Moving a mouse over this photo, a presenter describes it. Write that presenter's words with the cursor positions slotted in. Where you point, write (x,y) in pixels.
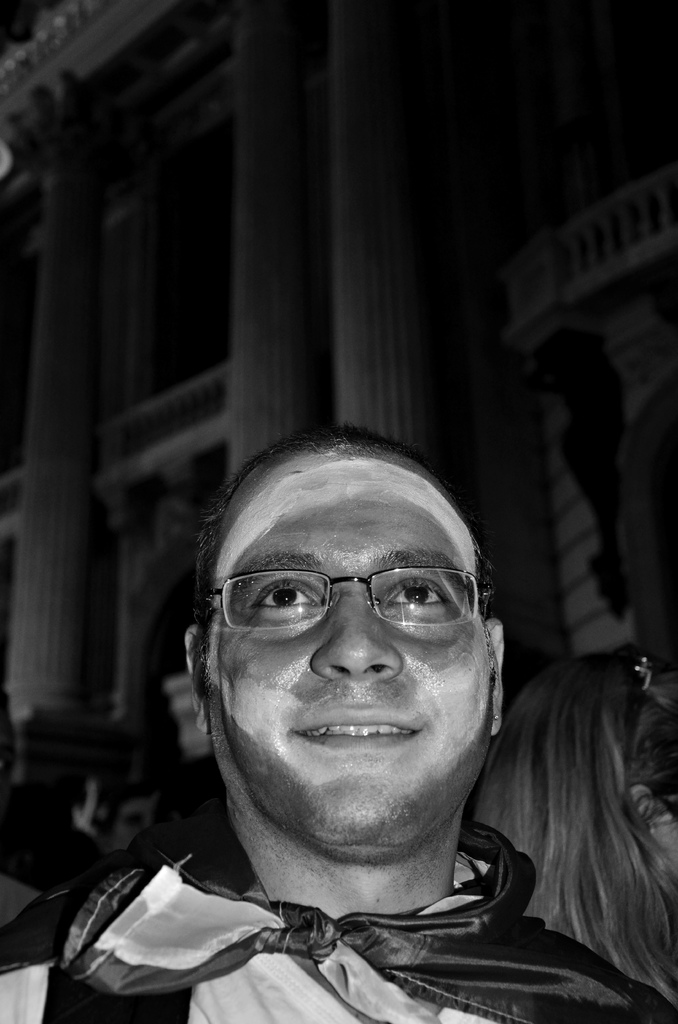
This is a black and white image. In this image we can see person (377,840). In the background (600,214) we can see building (388,329).
